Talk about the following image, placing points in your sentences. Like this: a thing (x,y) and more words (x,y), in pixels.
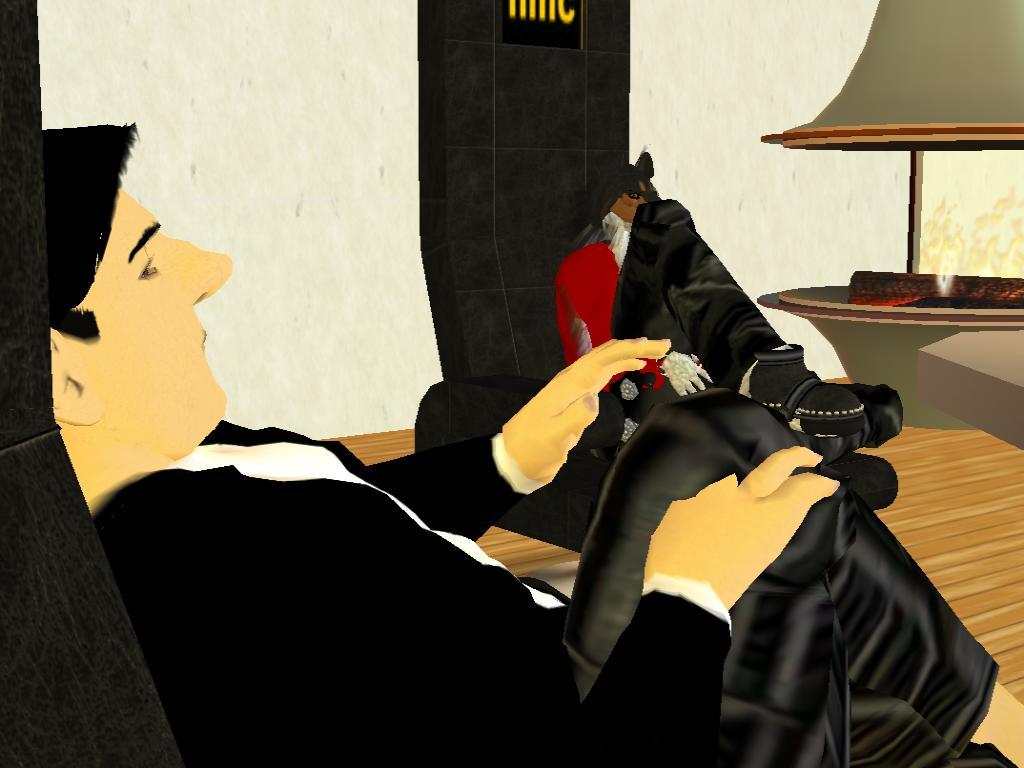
This is an animated image. In the image there is a man (214,554) sitting. Beside him there is another person (587,351) sitting. In the background (923,315) there is a table (900,292) with an object (935,276). Behind the table (904,295) there is a fireplace (815,128) and also there is a wall (801,99).
